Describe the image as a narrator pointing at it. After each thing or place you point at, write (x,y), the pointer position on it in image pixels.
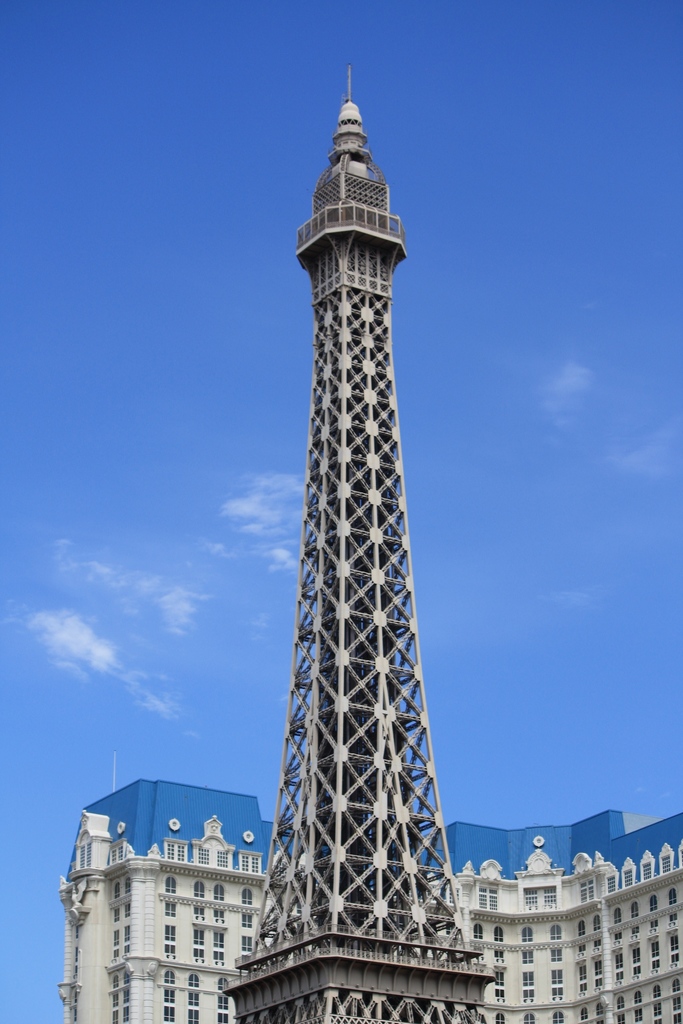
In this image I can see a tower (354,803) in the center of the image (380,536) and a building (248,859) behind the tower (348,82). At the top of the image (328,97) I can see the sky (259,107).
